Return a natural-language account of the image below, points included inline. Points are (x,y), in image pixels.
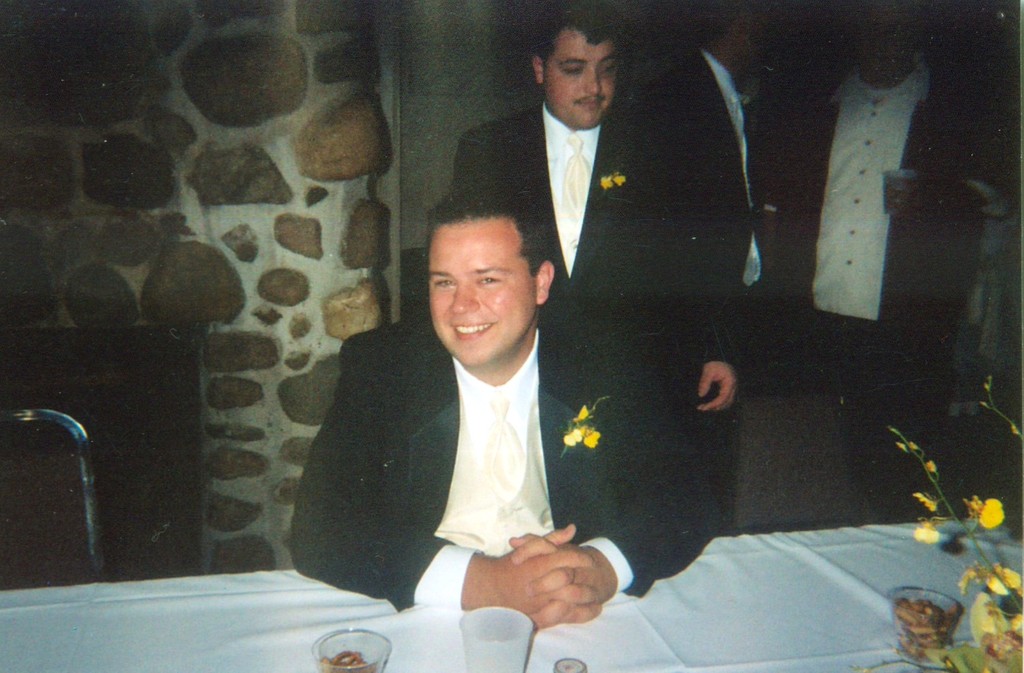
In this image we can see men (563,265) standing on the floor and a man (436,407) sitting on the chair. In the foreground (869,584) we can see a table (401,614) and on the table (439,639) there are glass tumblers (515,640) and flowers (994,612). In the background (283,206) we can see wall (381,109) build with cobblestones (222,192).
